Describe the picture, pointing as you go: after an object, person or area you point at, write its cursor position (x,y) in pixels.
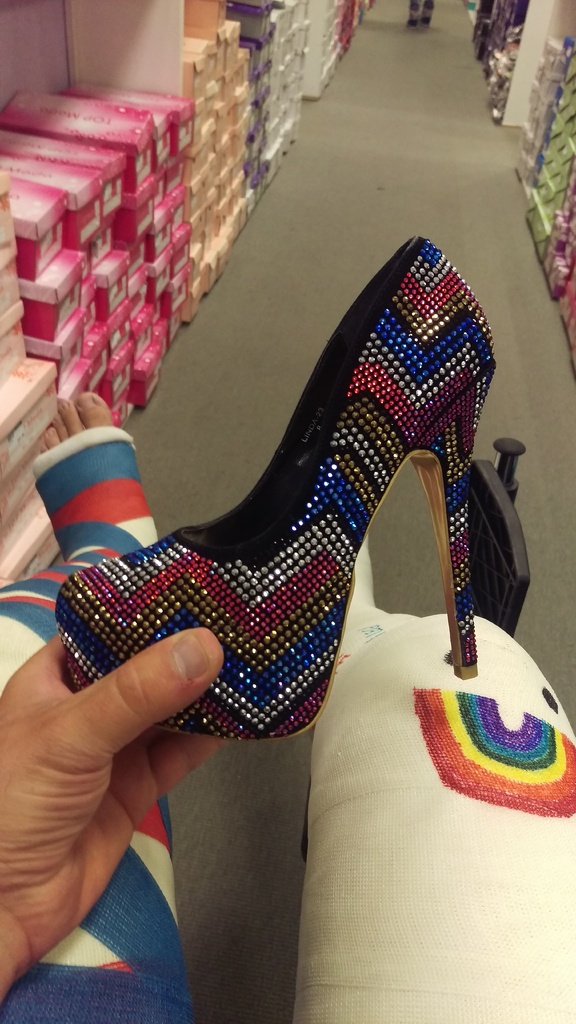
In this picture we can see a person (116,907) holding a high heel (416,469) and here we can see some boxes (181,296).
